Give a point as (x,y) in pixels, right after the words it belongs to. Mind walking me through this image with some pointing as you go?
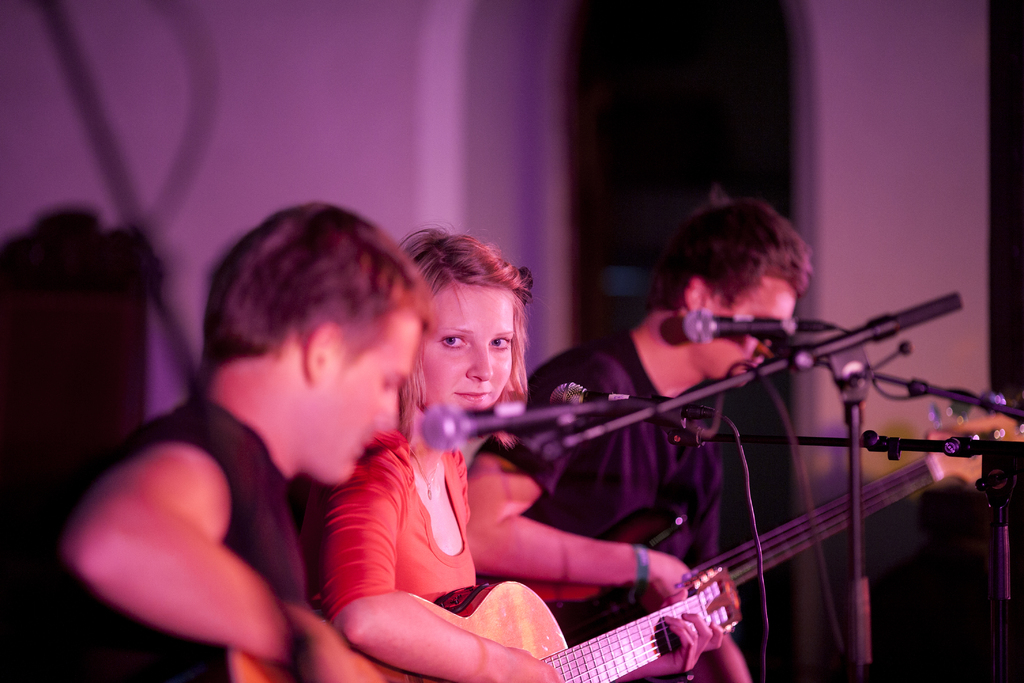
In the image there are three people (456,471) in which the girl (407,486) in the middle (456,454) is playing the guitar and while the other two men (588,529) are also playing the guitar (652,527). There are three mics (715,328) in front of them. At the background (267,94) there is wall (267,108).
